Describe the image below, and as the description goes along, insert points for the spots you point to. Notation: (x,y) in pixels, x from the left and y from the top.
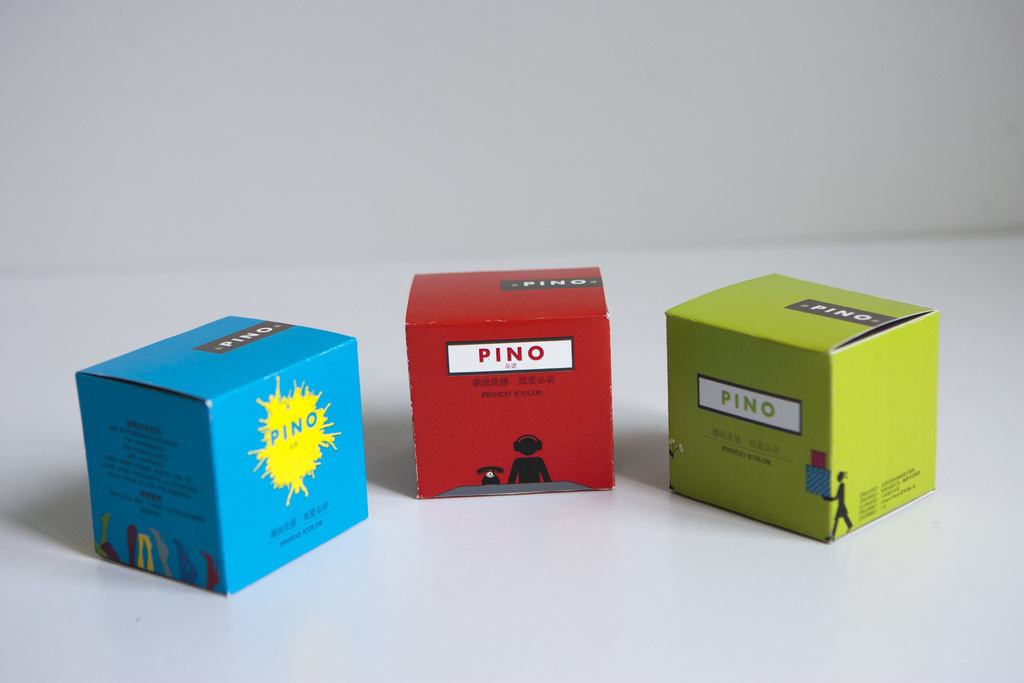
In this picture I can see few cartoon pictures (195,556) on the boxes (829,522) and I can see white color background (304,167).
